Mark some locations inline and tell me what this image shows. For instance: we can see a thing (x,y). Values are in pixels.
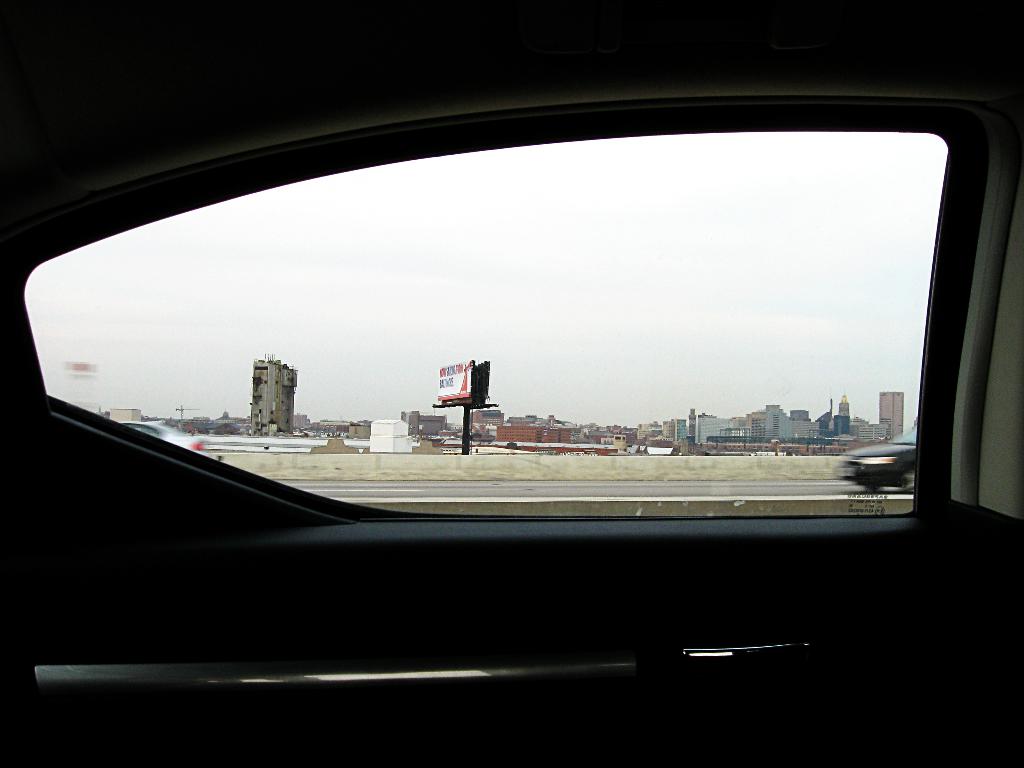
In this picture I can see the inside view of a vehicle (693,701) and through the window (590,410) I see another car (892,463) and in the middle of this picture (449,406) I see a hoarding (451,387) and in the background (289,397) I see number of buildings (719,450) and I see the sky (361,310).
